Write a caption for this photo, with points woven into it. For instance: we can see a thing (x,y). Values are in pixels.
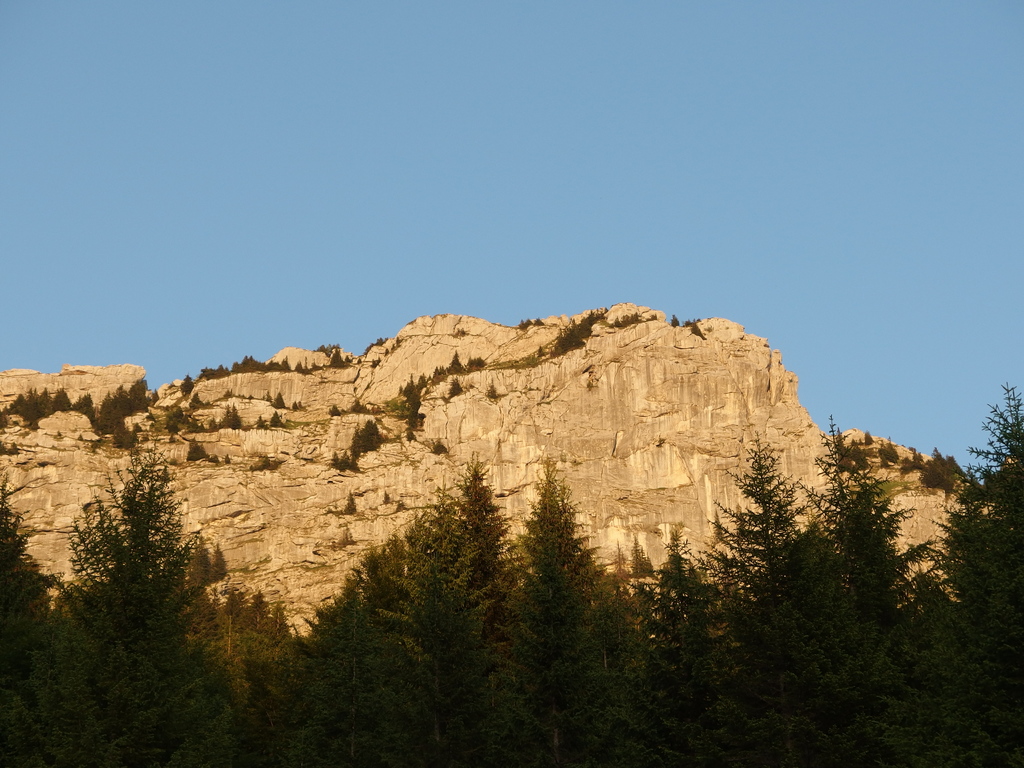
In this image, there are a few hills (627,560). We can see some trees (375,553) and the sky (407,248).
